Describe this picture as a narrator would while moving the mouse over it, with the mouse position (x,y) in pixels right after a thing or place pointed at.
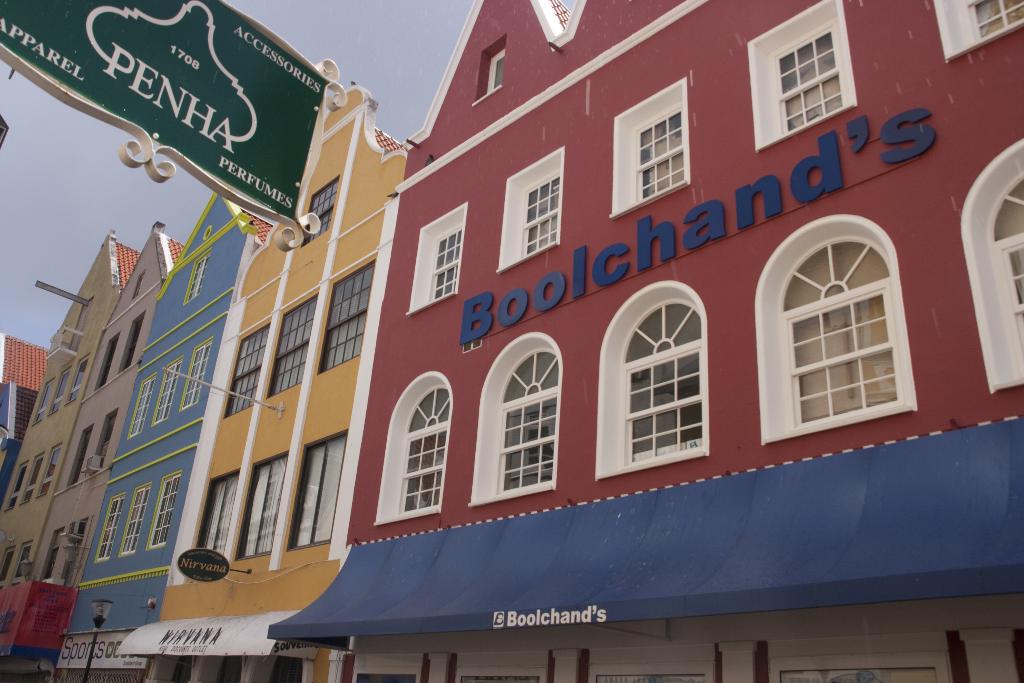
In the image I can see the building (312,445) and glass windows (428,264). There is a hoarding board (177,61) on the top left side of the image (139,19). I can see a decorative light pole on the bottom left side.
